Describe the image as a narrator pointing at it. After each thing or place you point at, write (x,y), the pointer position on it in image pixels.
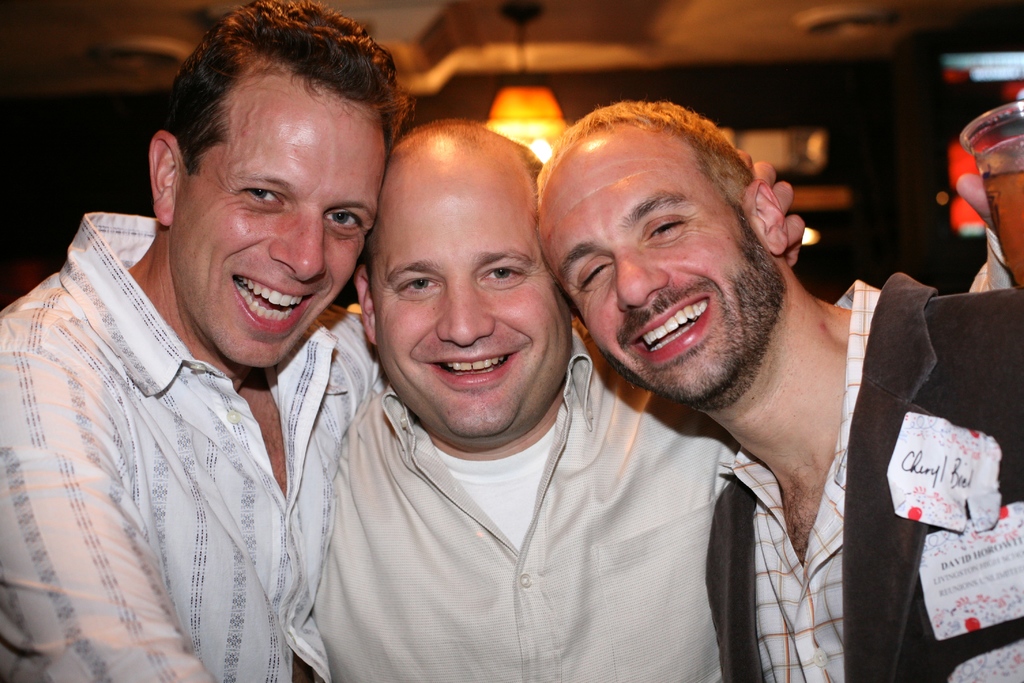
In the picture we can see three men (596,377) are standing and holding each other and they are laughing and in the background (391,33), we can see a ceiling (417,4) and light (502,132) to it.
